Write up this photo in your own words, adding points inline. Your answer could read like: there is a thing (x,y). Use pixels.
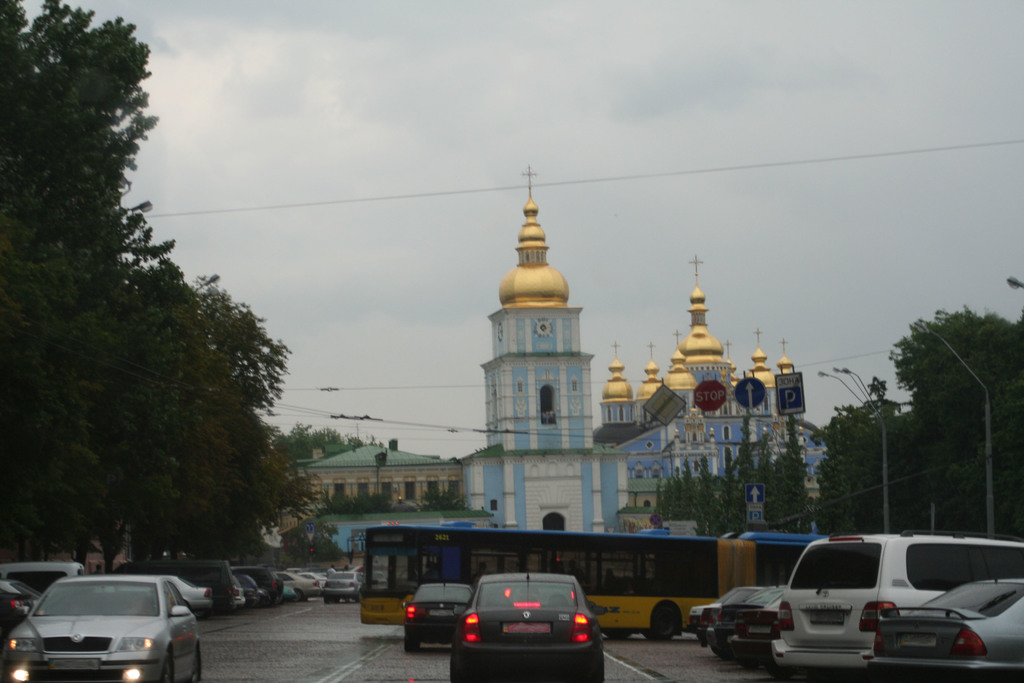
In the center of the image (499,425) we can see trees (139,334), buildings (566,405), boards (746,395), electric light poles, wires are there. At the top of the image (594,79) clouds (594,79) are present in the sky (480,176). At the bottom of the image (475,527) we can bus (620,583), cars (480,626), road (353,634) are present.
